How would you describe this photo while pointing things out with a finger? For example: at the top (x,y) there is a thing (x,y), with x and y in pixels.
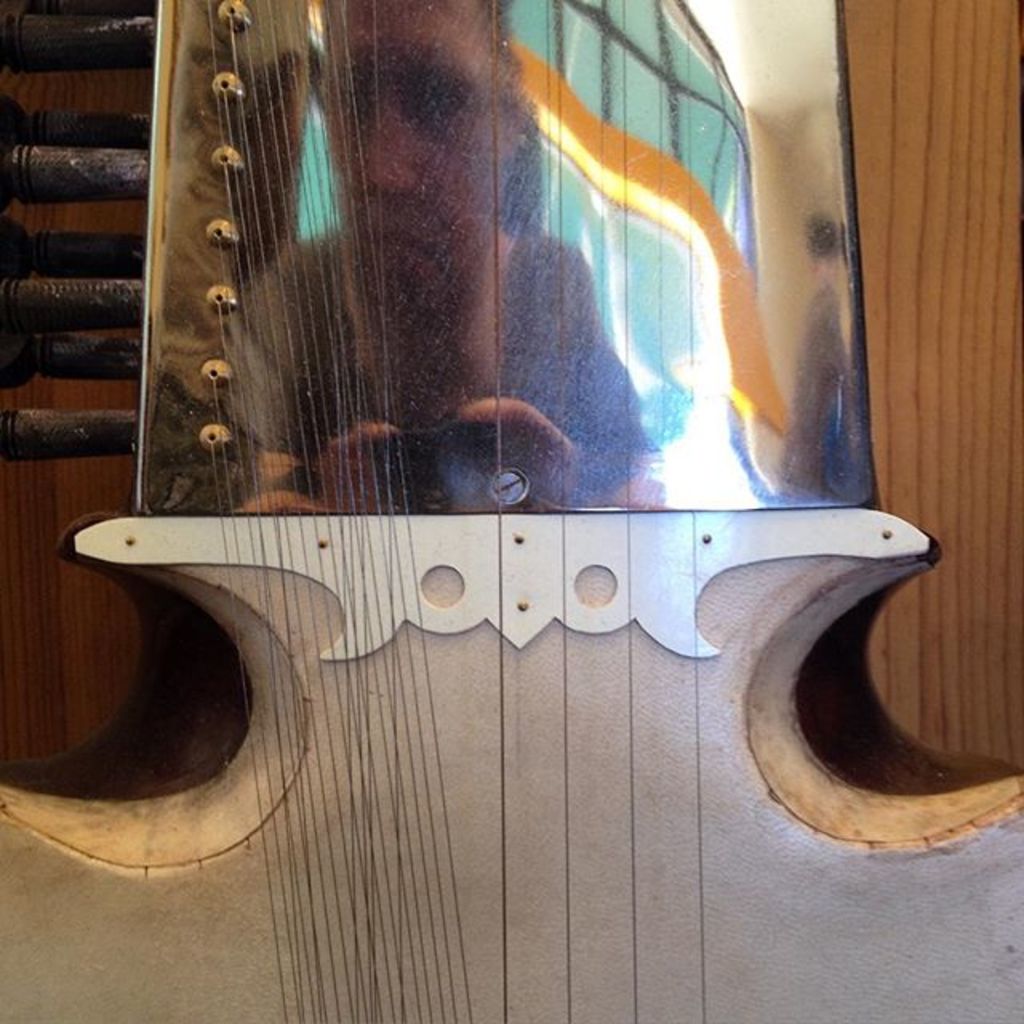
In this picture there is a musical instrument (703,764). There are strings (284,536) attached to it. In the reflection (436,406) there is a person (465,361). In the background (934,338) there is wall (932,388).
